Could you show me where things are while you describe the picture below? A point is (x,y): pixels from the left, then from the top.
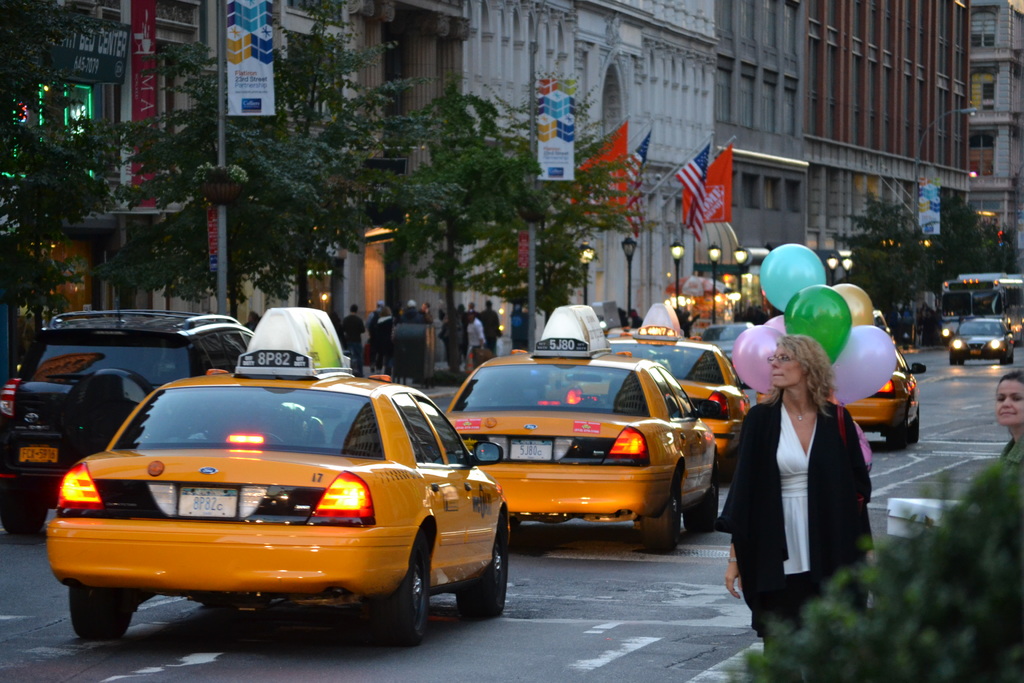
In this image we can see vehicles (430,522) on the road (567,611). Also there are many people (755,531). There are balloons (857,365). In the back (506,53) we can see buildings (554,68), trees (214,279). Also there are flags (618,155). And there are banners (264,91) on poles (533,248). Also there are lights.
